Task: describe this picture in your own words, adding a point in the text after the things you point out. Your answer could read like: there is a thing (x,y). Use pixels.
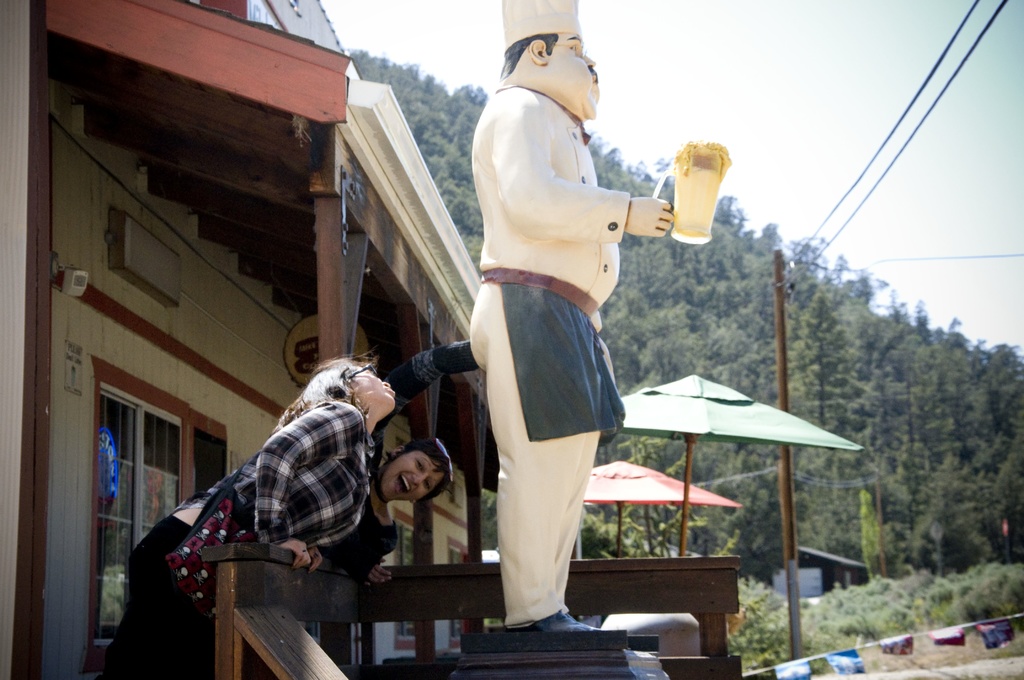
In the center of the image (496,309) we can see one statue (529,253) holding glass (718,165). On the left side of the image (216,306), we can see one wooden house (221,279), glass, banners (316,316), poles (331,309), wooden fence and a few other objects (69,392). And we can see two persons (322,488) are standing and they are smiling. In the background (686,129) we can see the sky (845,14), clouds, trees (664,532), plants (881,596), poles (788,581), outdoor umbrellas (687,482), wires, garland (849,656), one house (837,575) etc.
